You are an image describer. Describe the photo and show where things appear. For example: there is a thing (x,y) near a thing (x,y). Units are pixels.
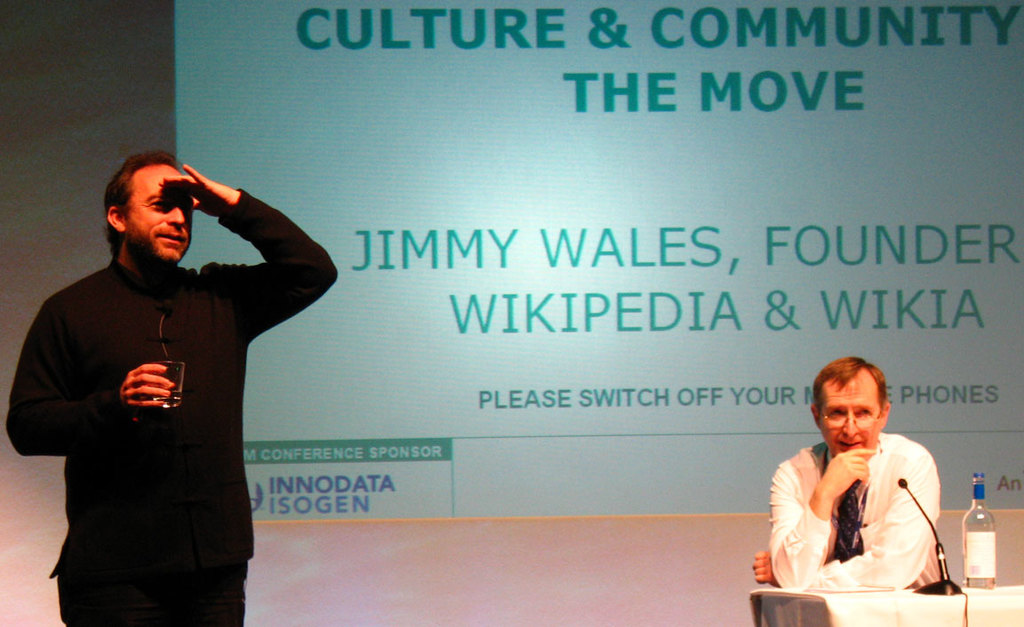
In this picture we can observe two members (800,521). Both of them are men (872,490). One of them is sitting in the chair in front of a table (883,600) on which we can observe a bottle (964,522) and a mic (947,592) and the other is a man (75,459) wearing black color dress (184,352) and holding a glass (177,368) in his hand (161,366). In the background (720,323) we can observe a projector display screen (417,273).
